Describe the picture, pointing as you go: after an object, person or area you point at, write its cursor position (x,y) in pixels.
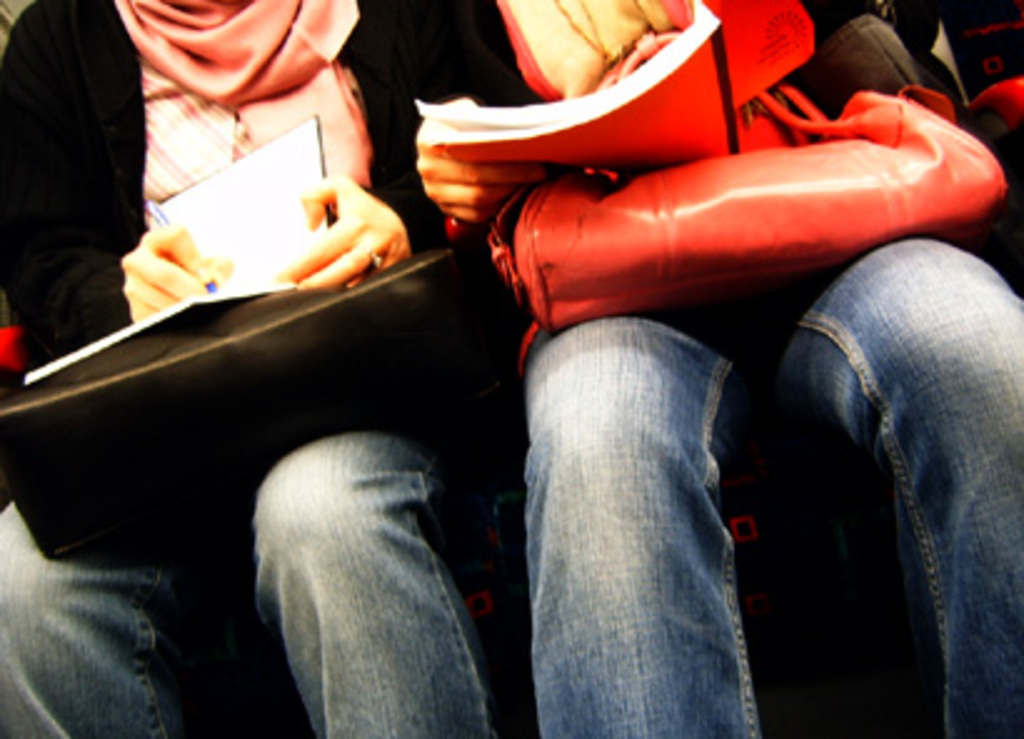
In this image there are two persons (579,421) sitting and holding a bags (427,258) and a books (554,141) as we can see in middle of this image (665,473).
